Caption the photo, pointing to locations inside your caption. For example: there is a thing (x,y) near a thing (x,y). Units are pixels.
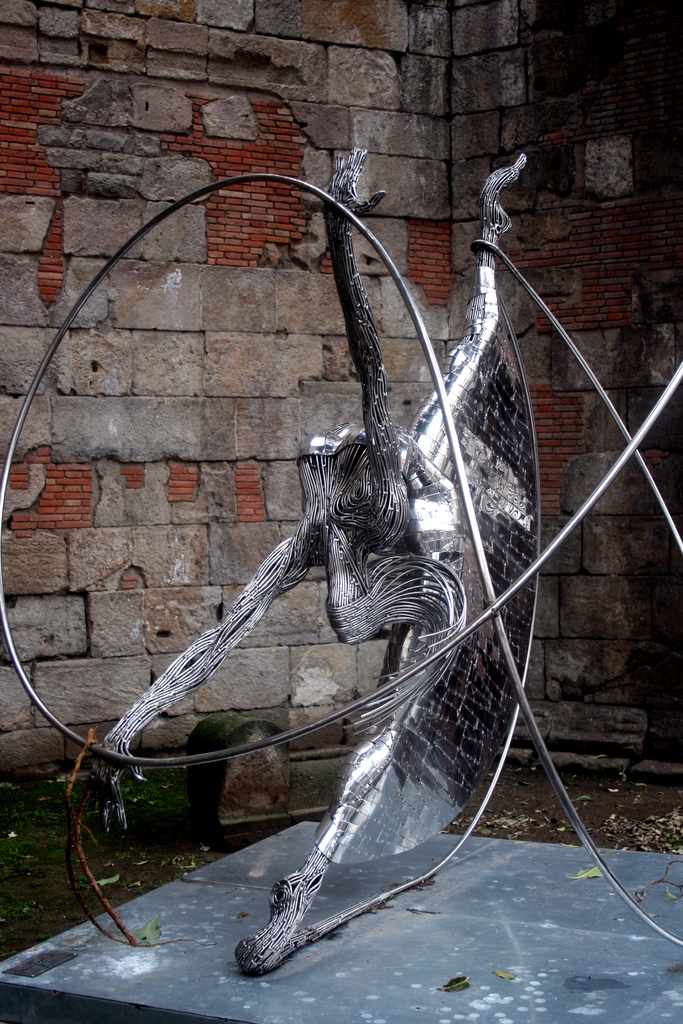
There is a metal object (399,607) in the middle of this image (386,649) and there is a wall (294,336) in the background (271,351).
